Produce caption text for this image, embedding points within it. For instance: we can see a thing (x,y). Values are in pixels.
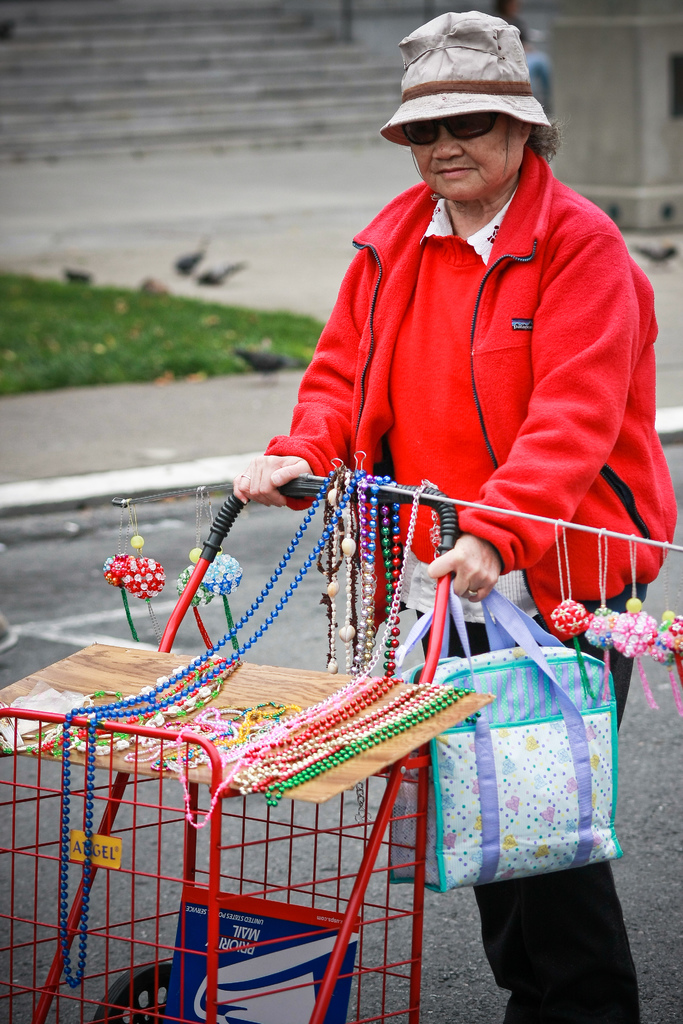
In this image there is a person (441,389) with hat (395,135) and spectacles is standing and holding a bag (593,687) and a trolley (336,975), where there are chains (69,971), bands (277,716) and some other items (111,582) on the trolley (285,988), and in the background (159,375) there are birds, grass (225,357), staircase (194,146).
